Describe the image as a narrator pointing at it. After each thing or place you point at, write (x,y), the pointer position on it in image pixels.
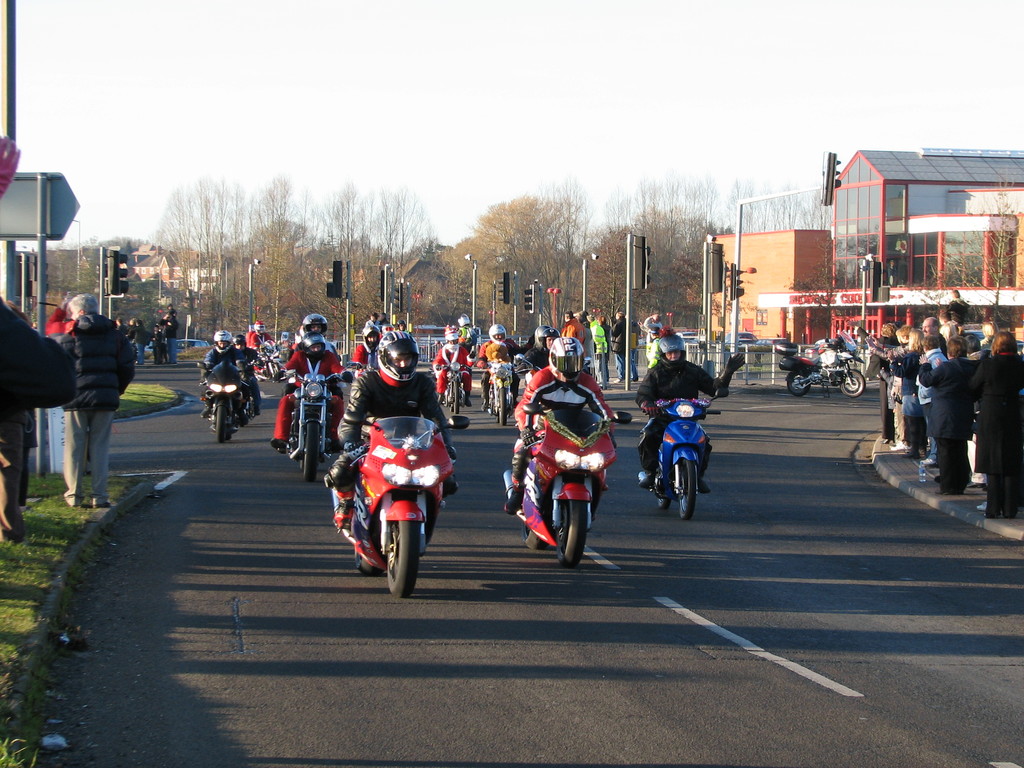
In this image we can see there are persons (561,376) riding a motorcycle (586,534) on the road (617,511) and few persons (116,393) standing on the ground (53,520). And at the back (800,126) there are street lights (708,288), board (57,195), grass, trees (91,268), buildings (766,291) and the sky (492,156).
